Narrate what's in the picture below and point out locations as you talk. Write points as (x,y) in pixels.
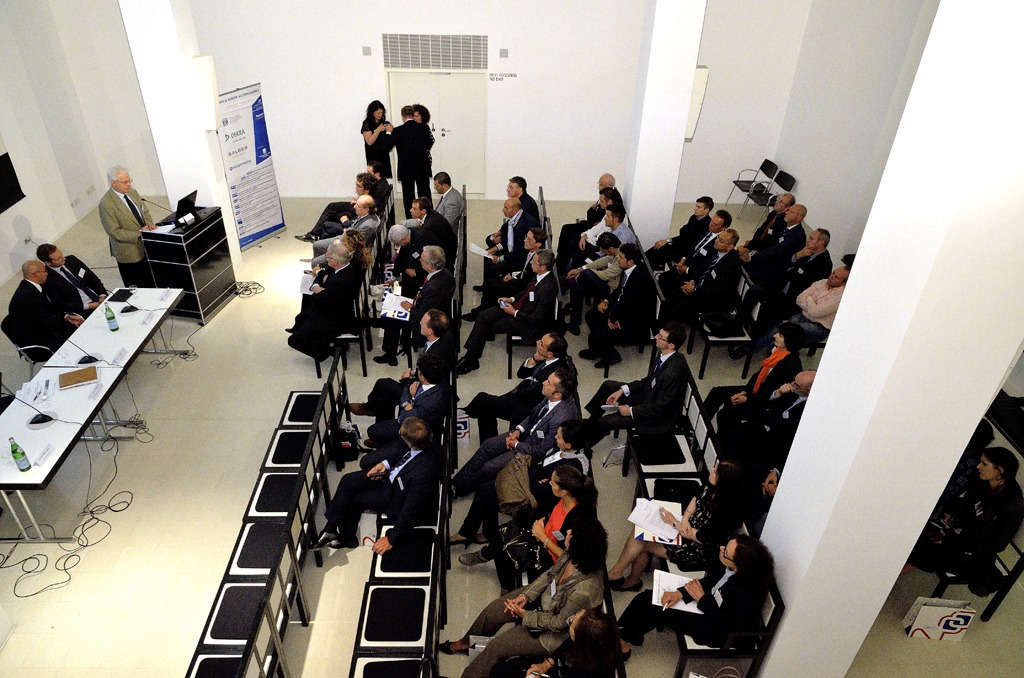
In this picture I can see group of people (599,388) sitting on the chairs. I can see few people (371,111) standing. There is a man (132,282) standing near the podium (154,264). I can see a mic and a laptop (180,214) on the podium (182,234). There are mics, cables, bottles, nameplates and some other objects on the tables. I can see pillars (973,267), banner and some other objects (26,389).
